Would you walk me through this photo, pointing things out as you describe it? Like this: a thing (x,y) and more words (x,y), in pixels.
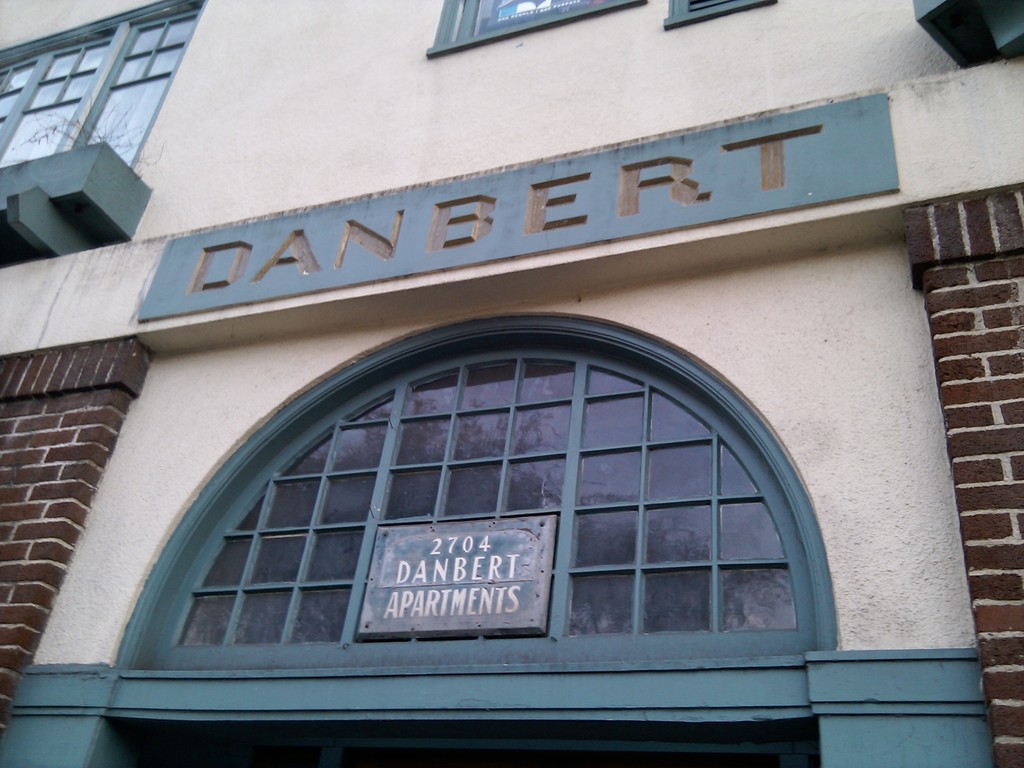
In this image in front (461,606) there is a name board (436,582) with some text (450,597) on the building (617,546). On the left side of the image (133,110) there is a window (128,94). There are some letters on the wall (763,83).
